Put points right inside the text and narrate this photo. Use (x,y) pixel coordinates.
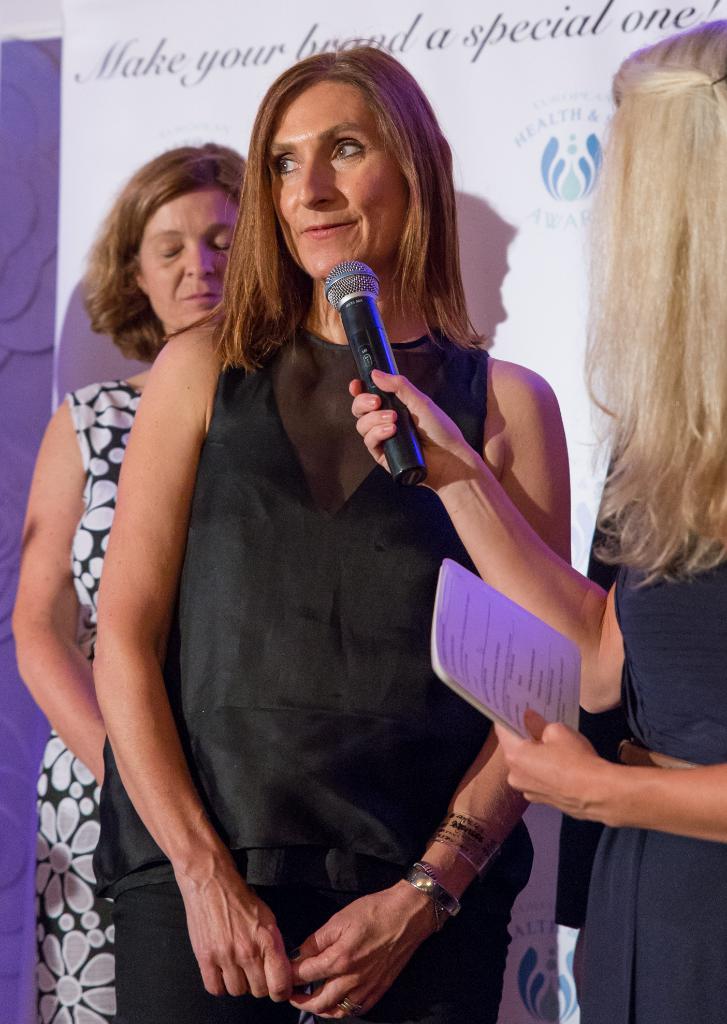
In this image, In the middle (290,361) there is a woman (219,508) standing and in the right side (658,849) there is a woman (658,849) standing and she is holding a microphone (411,422) which is in black color and in the background (124,129) there is a white color wall (466,54) and there is a old lady (36,520) standing.
